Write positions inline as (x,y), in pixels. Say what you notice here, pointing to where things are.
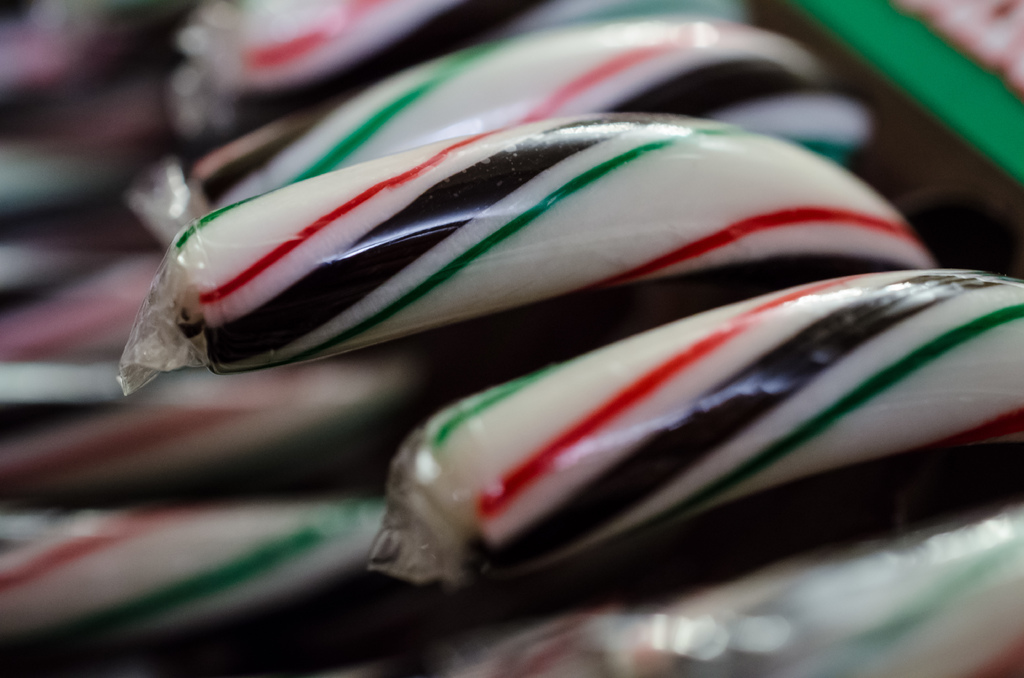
In this picture we can see some candies (370,201) are packed.
